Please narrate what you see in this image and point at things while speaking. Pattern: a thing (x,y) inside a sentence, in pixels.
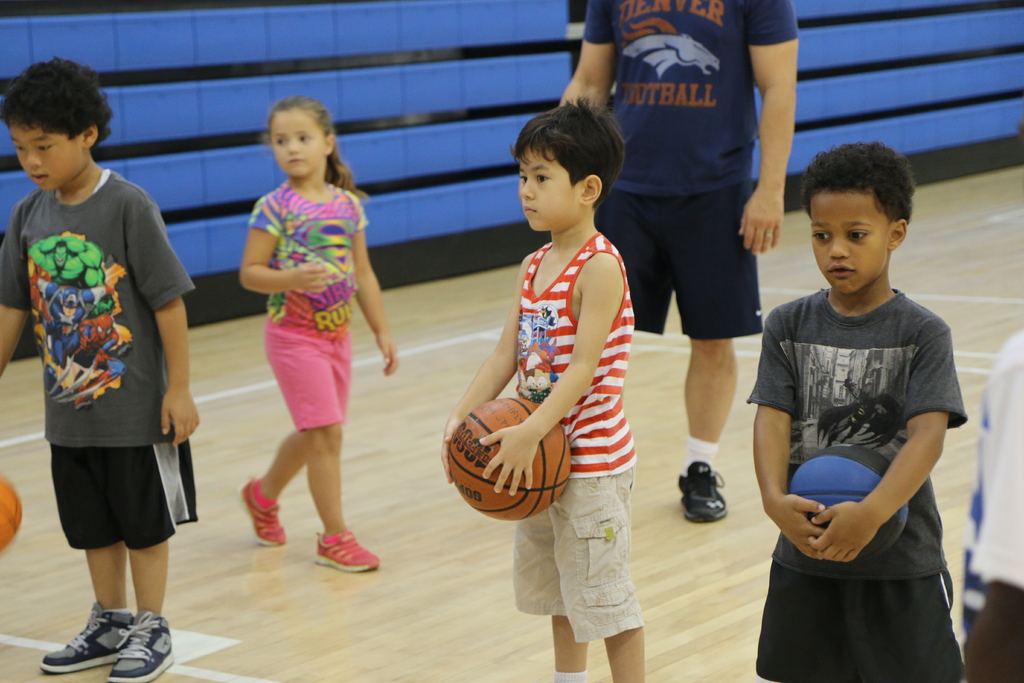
In this picture we can see the small boys (536,568) standing in the basketball court (502,521), holding the ball (523,474) in the hand (530,455). Behind there is a man (716,82) wearing blue color t-shirt (718,162) is standing and watch them. In the background (386,53) there is a blue wall (413,99).
